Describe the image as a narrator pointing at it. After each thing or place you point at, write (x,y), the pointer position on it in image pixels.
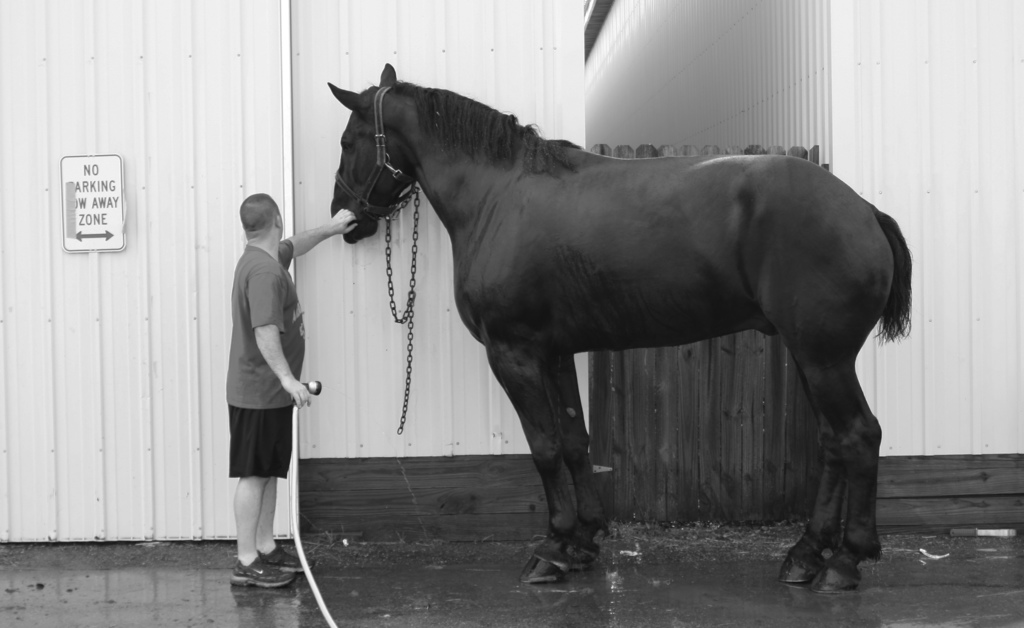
here we can see that a person (238,353) standing on the floor (20,617), and holding a horse (348,181) with his hands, and here is the wall (249,113) and board (101,195) on it.
